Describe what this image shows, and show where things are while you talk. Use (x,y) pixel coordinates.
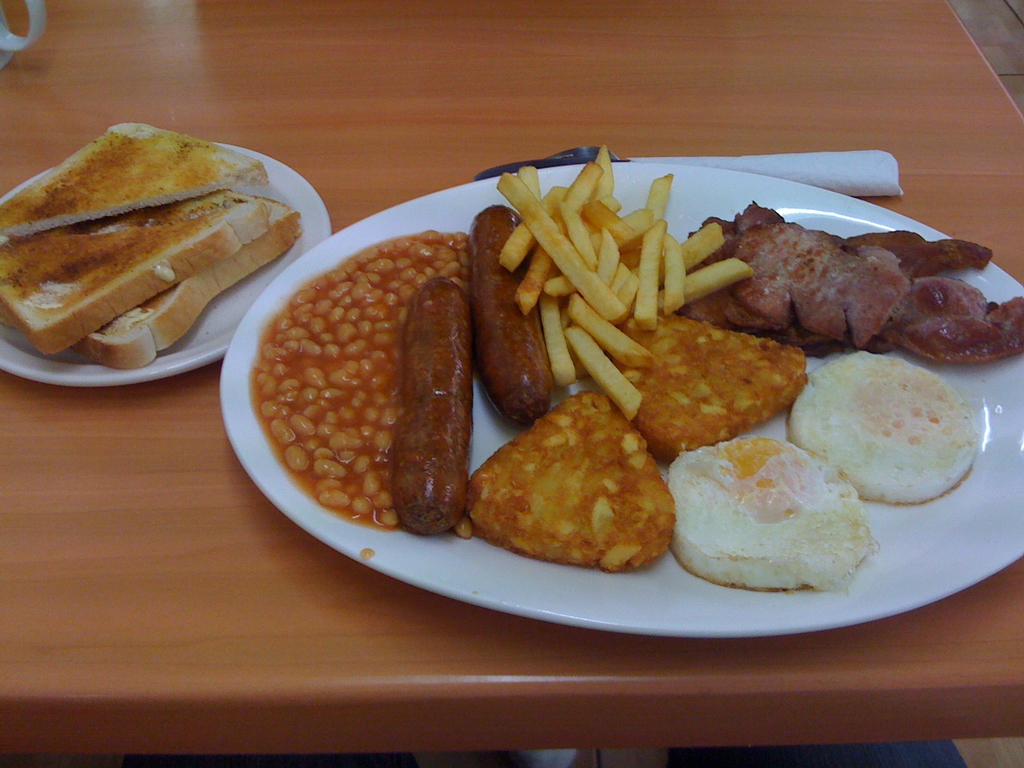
On the left side (223,171), there are bread pieces (284,237) on a wooden table (550,82), on which there is a knife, other food items (578,464) arranged on a white color plate (900,546). In the background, there is a cup (33,28) placed on this table (400,96).
